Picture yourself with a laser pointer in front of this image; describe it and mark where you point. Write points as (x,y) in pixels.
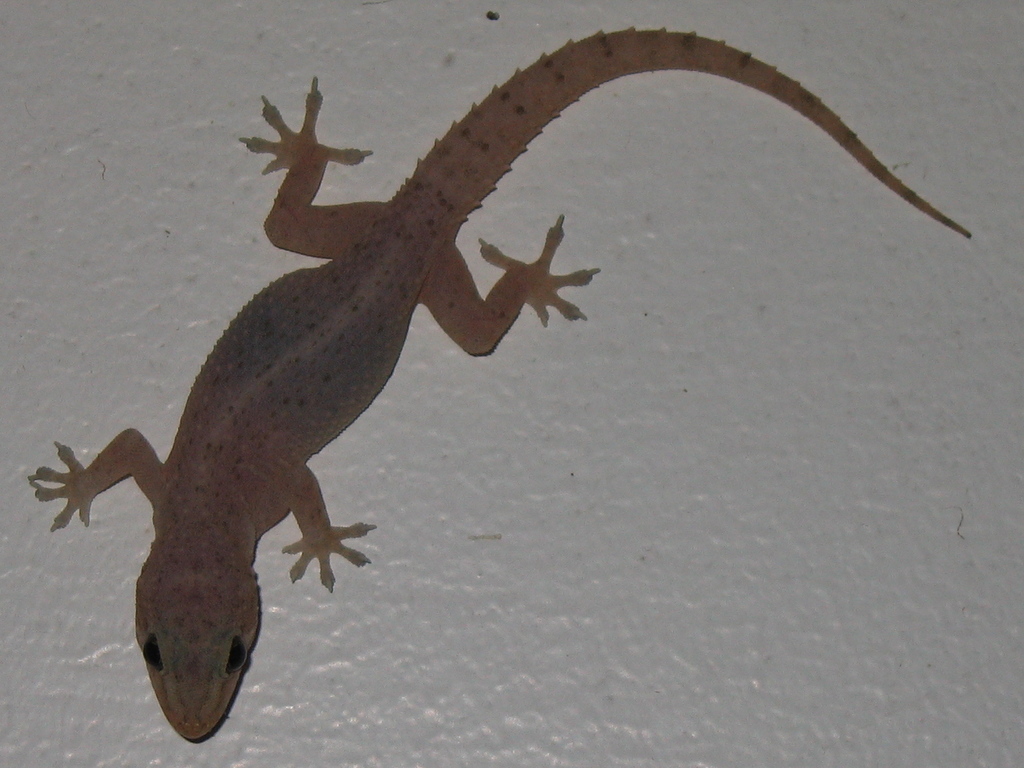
There is a lizard (523,120) on an object (623,426).
